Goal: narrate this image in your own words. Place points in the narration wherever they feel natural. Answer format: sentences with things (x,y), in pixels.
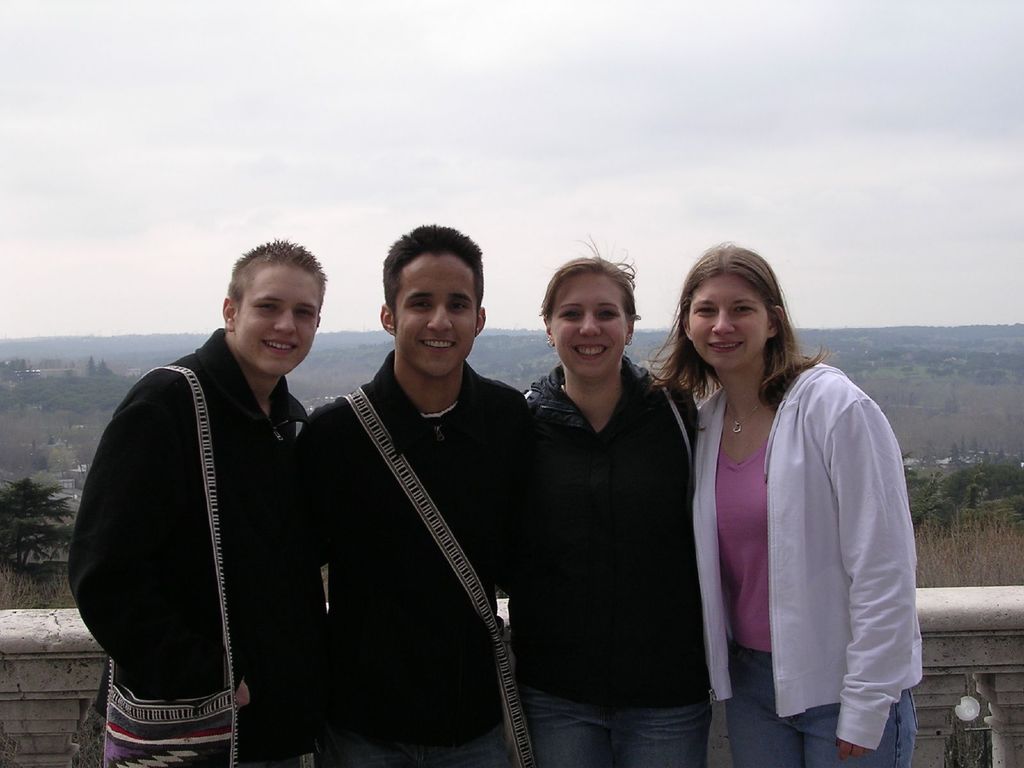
Here there are four persons (474,485) standing at a fence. In the background (35,520) there are trees (992,445), buildings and a sky (496,172).
